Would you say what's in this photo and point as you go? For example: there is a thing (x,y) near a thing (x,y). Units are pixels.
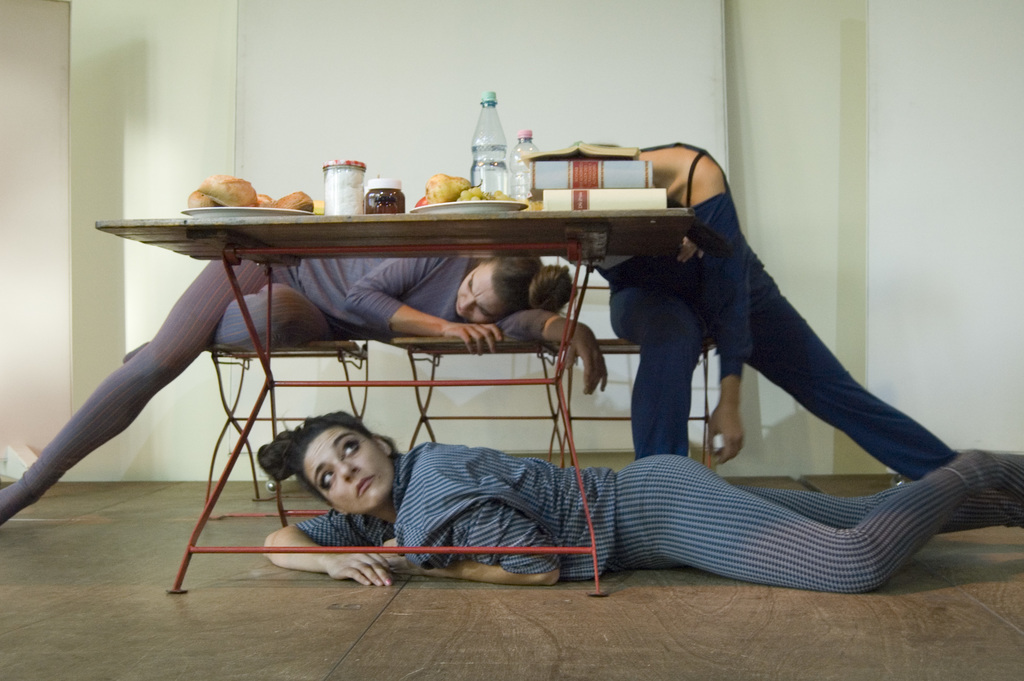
This image consists of tables (574,456) and chairs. People (598,376) are sitting on chairs (426,424). One person (314,460) is lying down. On the table (547,216) there are books (549,195), water bottles (495,176), plates (460,209), eatables (318,210), Jars (379,197).
